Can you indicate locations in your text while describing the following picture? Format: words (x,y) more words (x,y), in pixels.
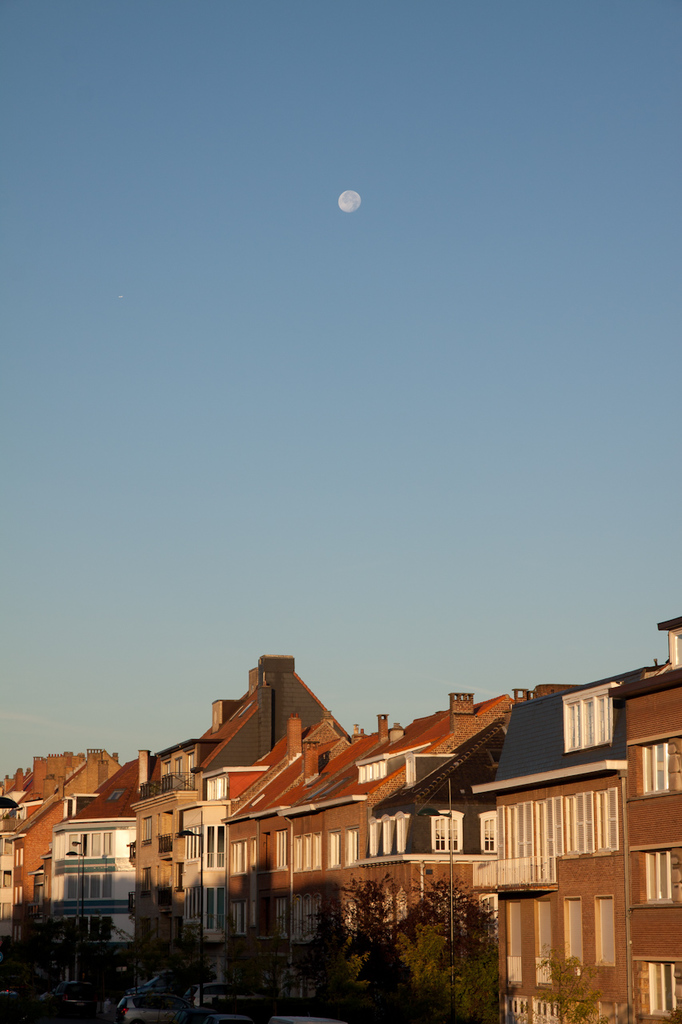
Here in this picture we can see number of buildings (286,811) with windows (284,841) present over a place and in the front (556,981) we can see plants (356,941) and trees (128,955) covered and we can see moon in the sky (302,212).
